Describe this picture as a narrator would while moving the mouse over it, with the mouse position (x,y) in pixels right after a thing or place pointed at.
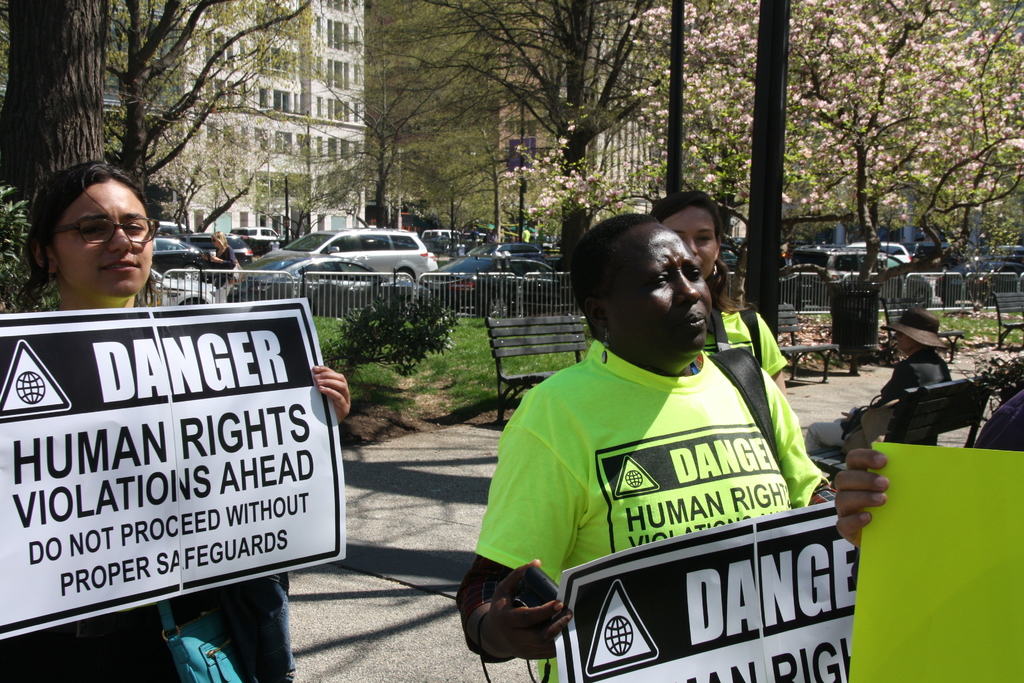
In this image I can see people (56,226) and I can see they all are holding posters (182,421). On these posters (322,542) I can see something is written. In the background (362,369) I can see few benches (1013,326), plants (365,355), number of trees (441,171), number of vehicles (414,232) and few buildings (347,161). Over there I can see a person (937,359) is sitting on a bench (924,391) and I can see that person (920,357) is wearing a hat (913,324).
